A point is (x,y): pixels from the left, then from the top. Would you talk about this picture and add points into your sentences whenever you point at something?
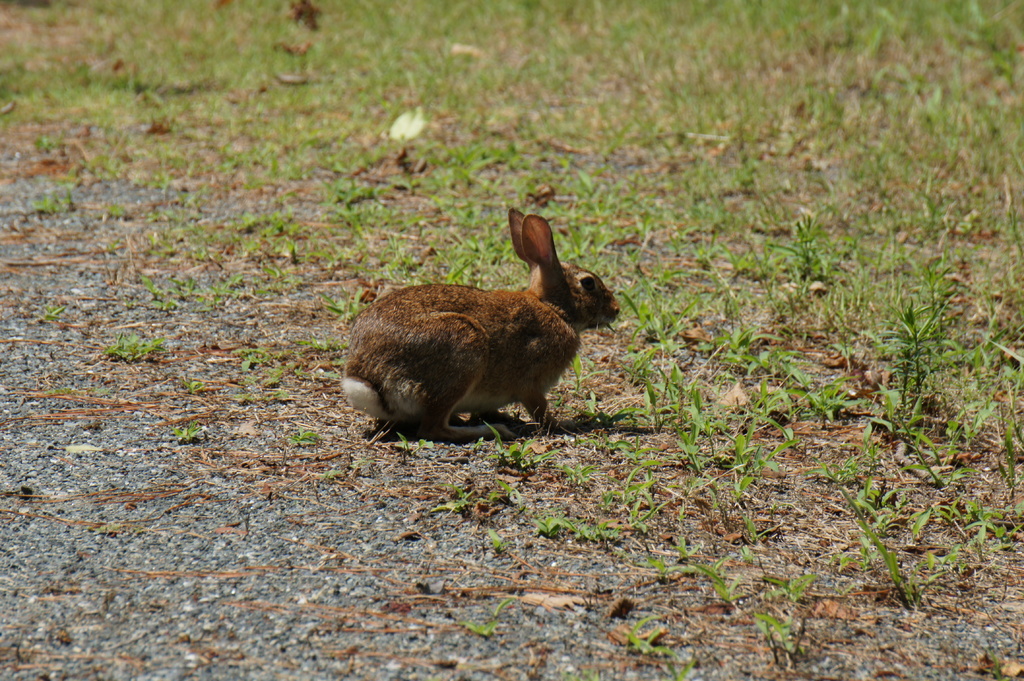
In this picture I can observe rabbit (473,307) in the middle of the picture (450,339). It is in brown color. I can observe some grass (603,138) on the ground (573,173).
